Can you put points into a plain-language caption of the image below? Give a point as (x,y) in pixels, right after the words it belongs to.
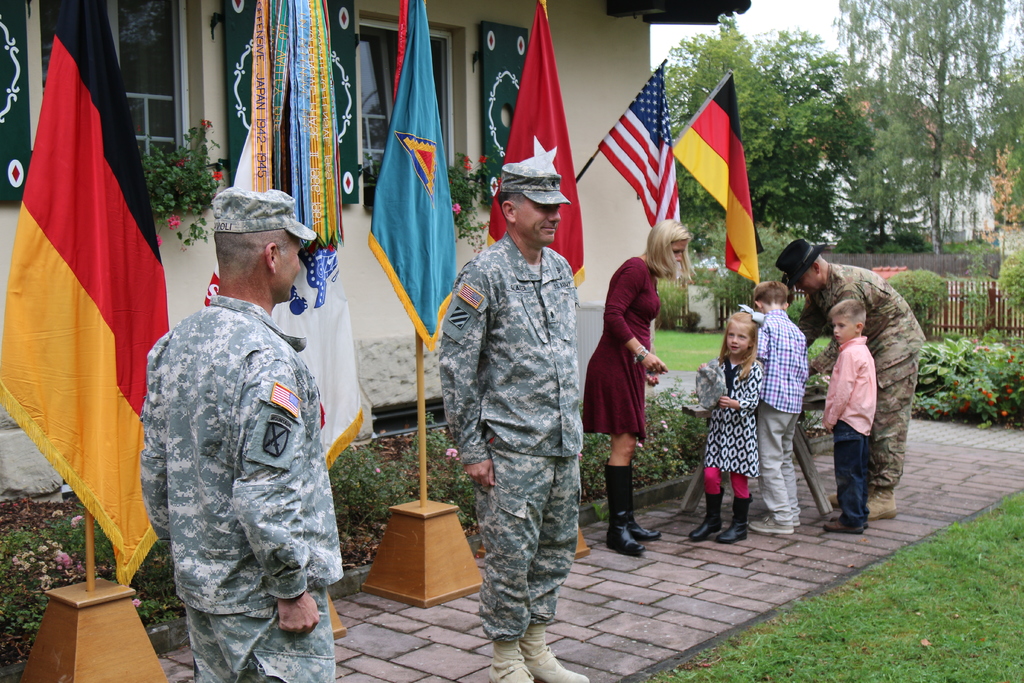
On the right side of the image (745,439) we can see persons (784,444) standing on the floor (812,538) and trees (874,181), fencing (970,270) and wall (954,265). On the left side of the image (160,146) we can see flag (44,264), person (218,398) and plants (165,177). In the center of the image (512,396) there is a person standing on the floor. In the background (702,152) there are flags (544,164), building (498,45), trees (775,54) and sky (798,19).
